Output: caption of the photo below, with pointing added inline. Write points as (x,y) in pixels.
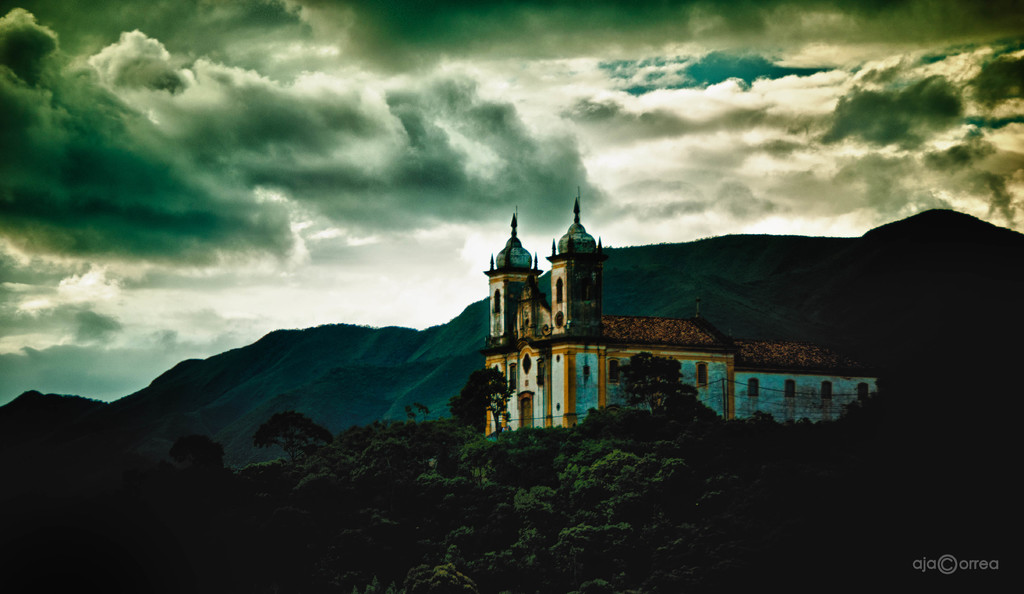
In this image we can see a building (606,373), there are some trees (636,453), windows (790,394) and mountains (382,353), in the background (488,187) we can see the sky (536,124) with clouds (534,124).
